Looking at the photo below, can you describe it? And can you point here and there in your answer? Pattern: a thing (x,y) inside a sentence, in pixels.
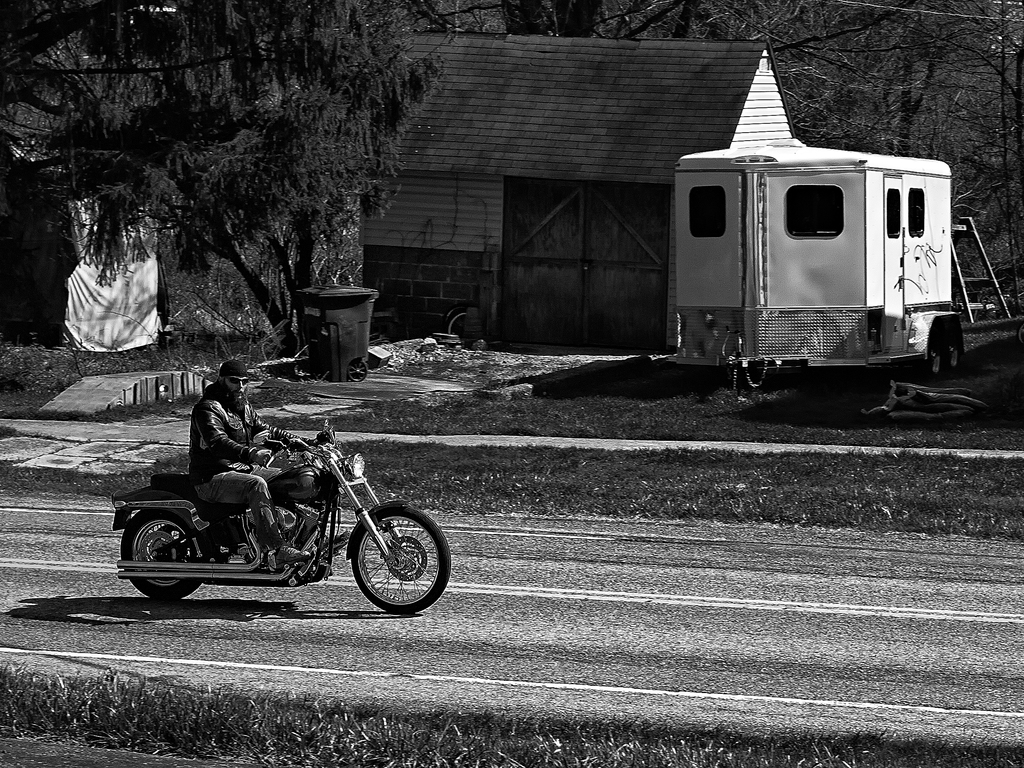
in the picture we can see a person (238,492) on the motor bike (174,517) on the road (302,634), here we can also see the trees (330,205) and we can also see the house (571,88) which is far away from the person (232,440).
